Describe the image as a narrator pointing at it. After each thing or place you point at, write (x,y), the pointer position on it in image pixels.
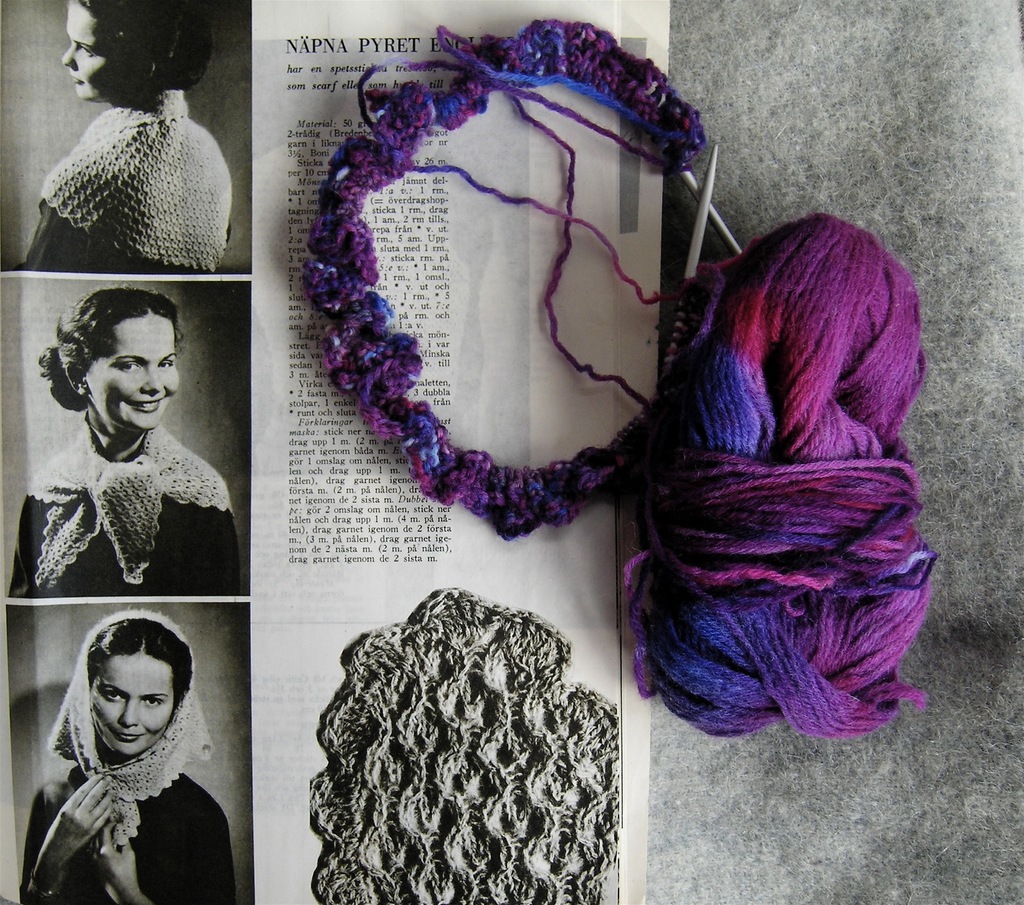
On the right side of the image (787,328) we can see wool (724,336) and wool stick (703,219) are there. On the left side of the image (258,350) we can see a paper (331,652) and some persons (183,492), text (345,530) are present on the paper (326,771).
